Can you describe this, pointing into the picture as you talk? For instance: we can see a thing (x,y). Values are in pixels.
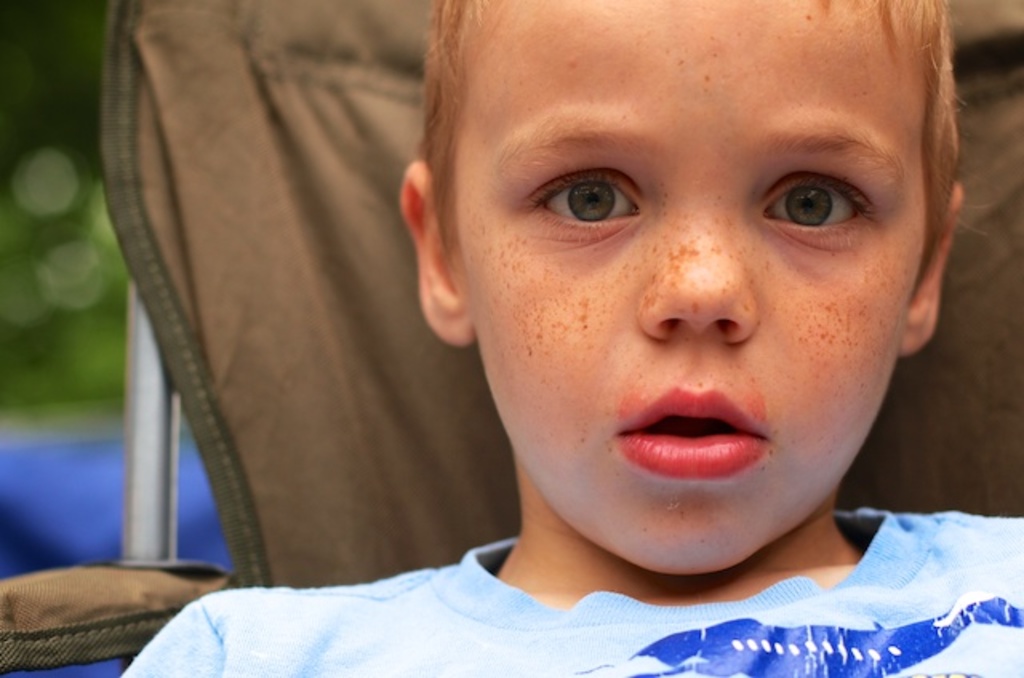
In the image there is a boy (454,620). Behind the boy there is a brown color cloth (55,612) and also there is a rod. There is a green color background (79,81).
